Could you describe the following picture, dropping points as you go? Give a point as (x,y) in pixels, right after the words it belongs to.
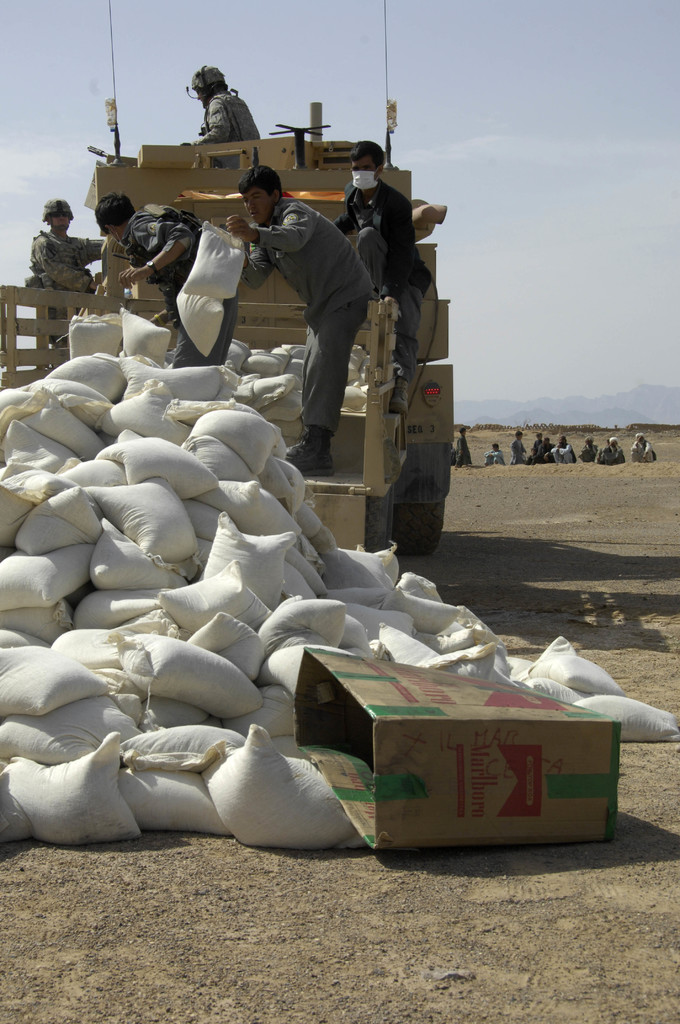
In this image there is one vehicle (337,466) in that vehicle (408,521) there are some bags (242,381) and some persons (297,221) are standing and they are holding bags (211,243), and on the right side (494,779) there are some bags (402,637) and one box (431,714). In the background (522,450) there are some people (548,450) and mountains (642,422), at the bottom (479,923) there is walkway (424,961) and at the top (524,89) there is sky (524,89).
